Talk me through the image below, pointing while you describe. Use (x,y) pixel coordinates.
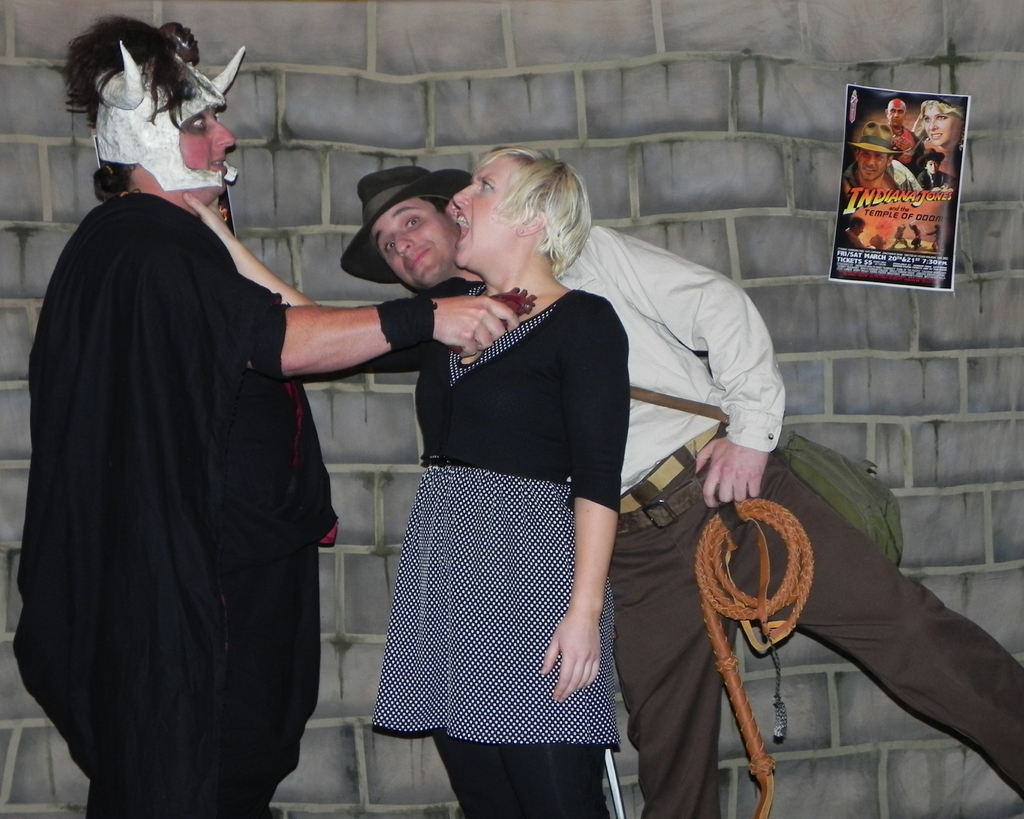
In this picture there is a man (194,328) wearing black color costume (200,339) and white horned mask (165,101) is doing drama. In the front (546,338) there is a women (536,365) wearing black dress (527,555) is holding the man neck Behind there is a another man (656,675) wearing white shirt (643,323) and cap (405,194) is looking and smiling. In the background (458,49) there is a granite wall (936,463) with poster (870,199) stick on it.
